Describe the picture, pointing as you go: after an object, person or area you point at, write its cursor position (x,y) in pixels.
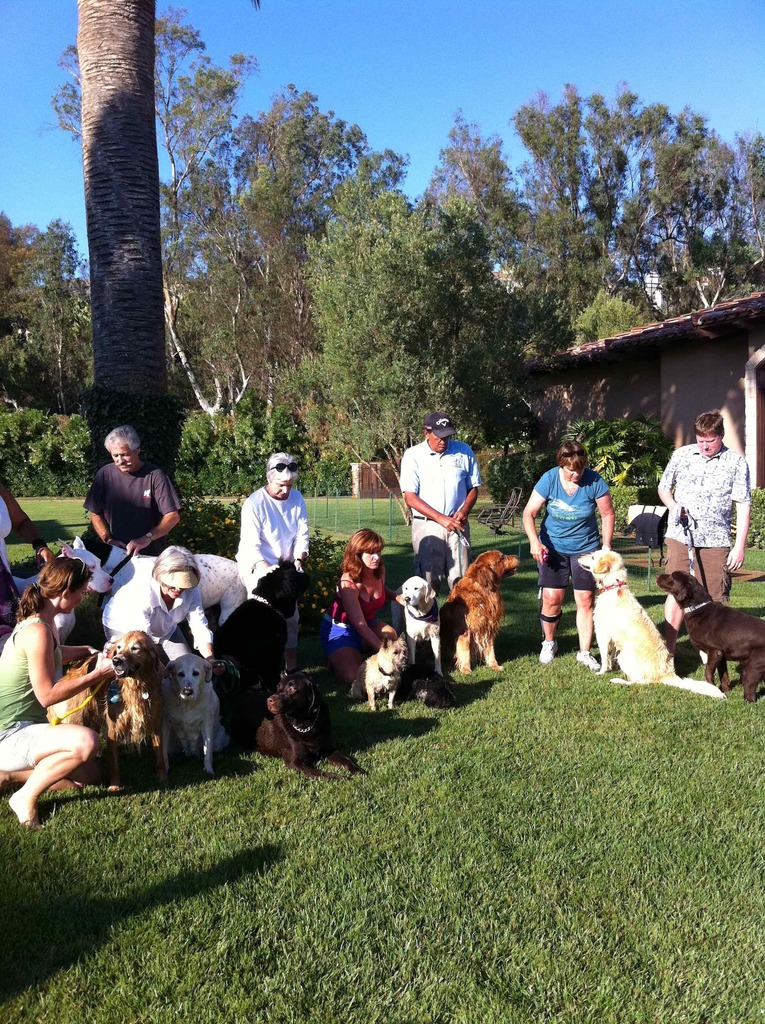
This picture describes about group of people (121,611) few (59,649) are seated on the grass (84,836) and few (444,500) are standing, in front of them we can see dogs (422,677), in the background (234,297) we can find a building (697,341) and couple of trees (237,288).
